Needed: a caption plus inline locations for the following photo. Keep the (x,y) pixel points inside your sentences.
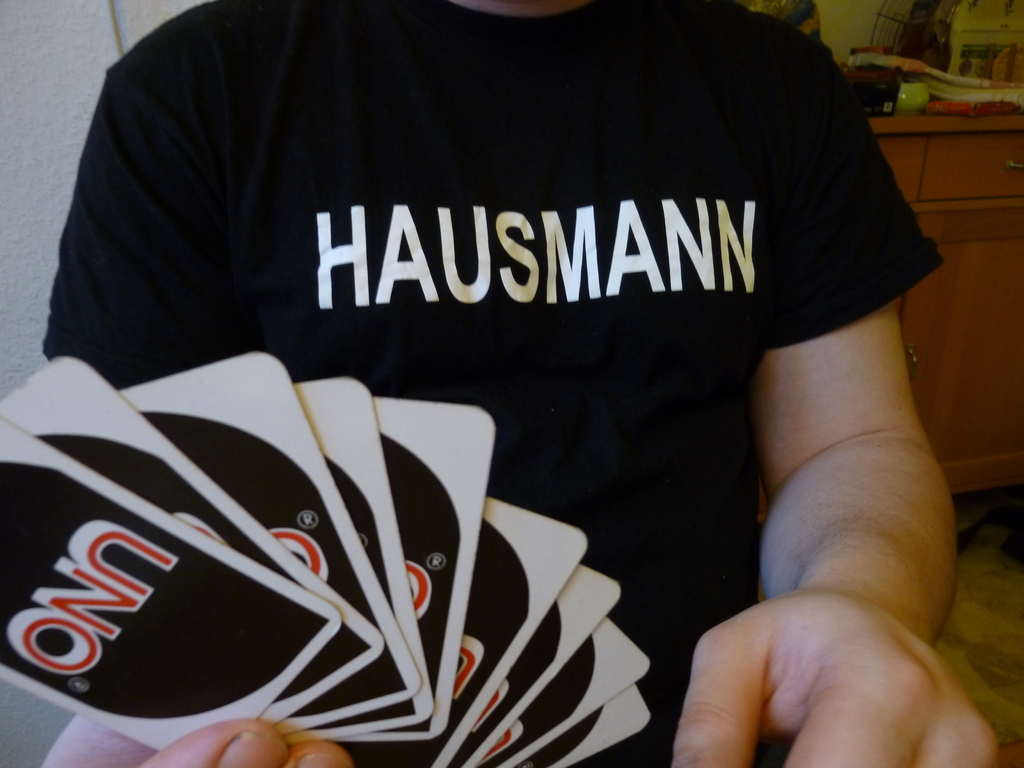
This image is taken indoors. In the background (6,222) there is a wall (88,41) and a cabinet (961,363) with a few things (957,98) on it. In the middle of the image (501,335) a man (703,249) is sitting and he is holding a few cards (268,620) in his hands (692,751).
